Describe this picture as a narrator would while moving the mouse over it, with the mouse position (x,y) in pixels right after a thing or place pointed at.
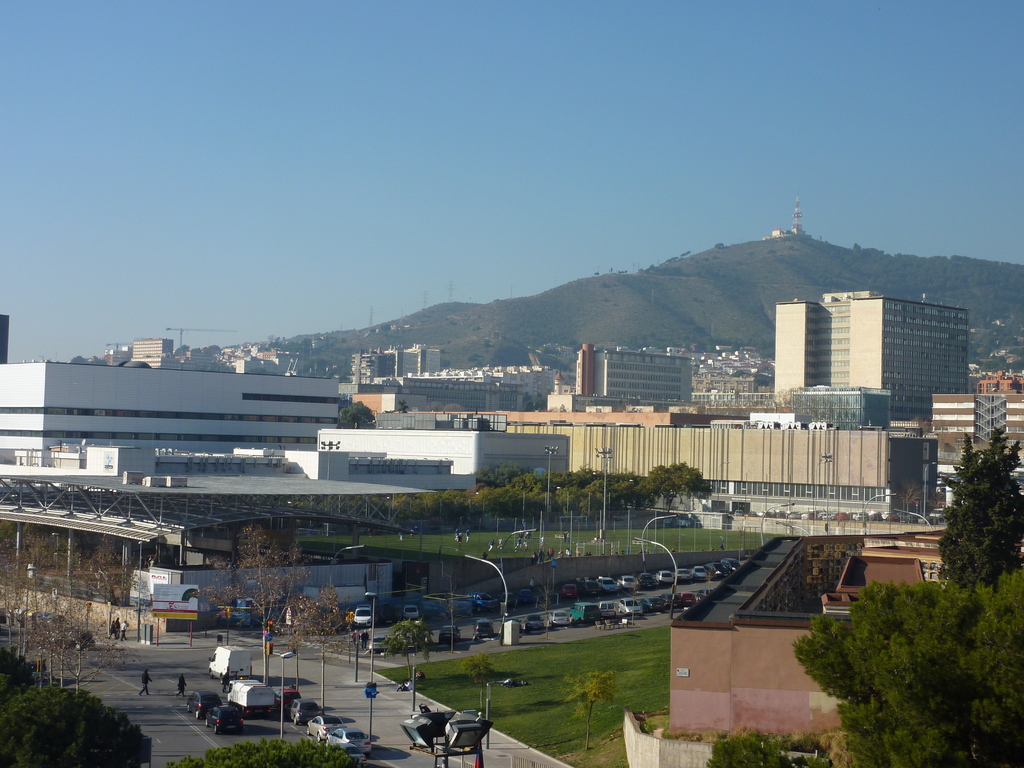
In this image we can see a few buildings (798,567), there are some trees (615,483), vehicles (245,692), poles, lights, windows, people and mountains (567,309), in the background (443,247) we can see the sky (566,137).
